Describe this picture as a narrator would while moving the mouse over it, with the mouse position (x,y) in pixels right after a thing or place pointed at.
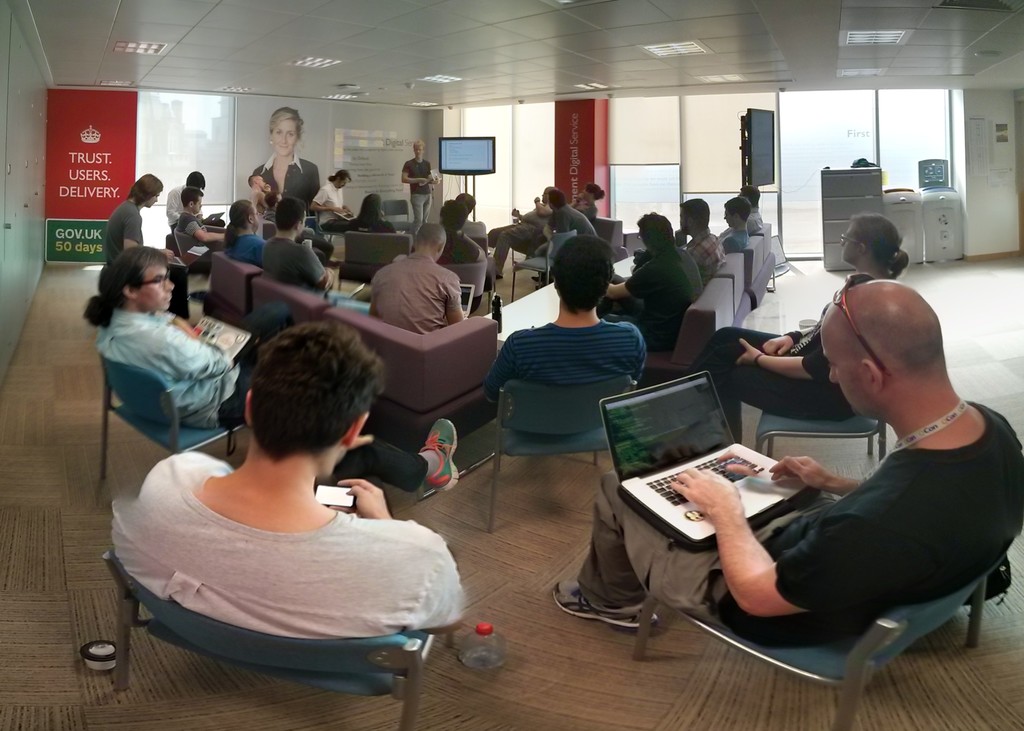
This is a picture of a classroom (467,174), where there are many people (412,189) attending a class, In the background (482,161) there is a monitor (478,152). In the room (393,388) there are many chairs (143,398), couches (727,291). In the background (615,170) there are windows (803,154). On the top left (104,140) there is a hoarding (93,149). In the foreground (691,424) left there is a mobile (341,495) on right (720,449) there is laptop (670,418).
